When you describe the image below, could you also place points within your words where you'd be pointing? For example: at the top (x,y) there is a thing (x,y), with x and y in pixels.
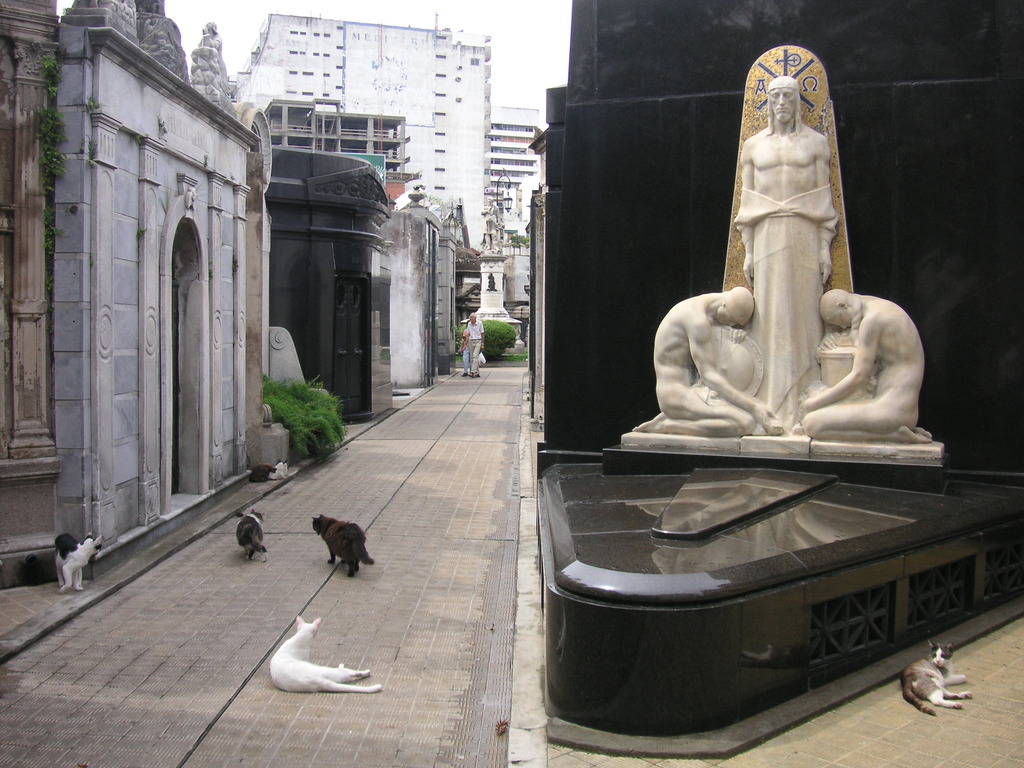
There is a statue (678,326) and a cat (924,711) present on the right side of this image (773,441). There are cats (68,580) at the bottom of this image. We can see the buildings (321,319) in the background (305,322). There is one person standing in the middle of this image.
